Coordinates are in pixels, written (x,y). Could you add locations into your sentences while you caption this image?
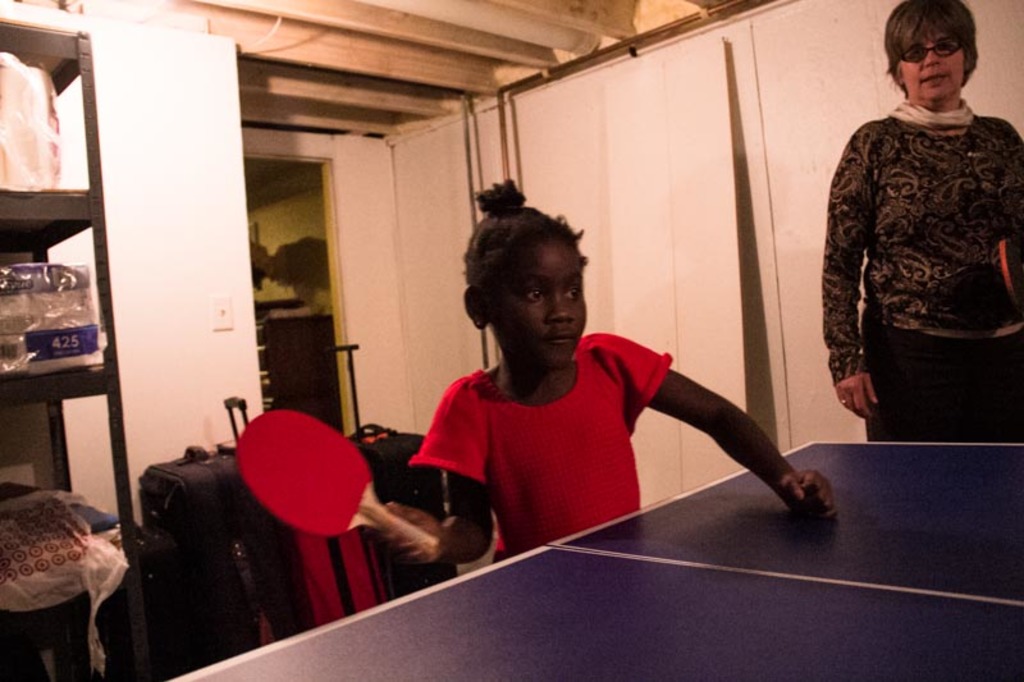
In this image we can see the inner view of a room (611,627) and there is a girl (467,553) holding a racket (293,455) and in front of her there is a table-tennis table (967,550) and we can see a person (965,42) standing on the right side of the image (891,208). There is a rack (33,227) with some objects (4,115) and we can see few luggage bags (379,436).
